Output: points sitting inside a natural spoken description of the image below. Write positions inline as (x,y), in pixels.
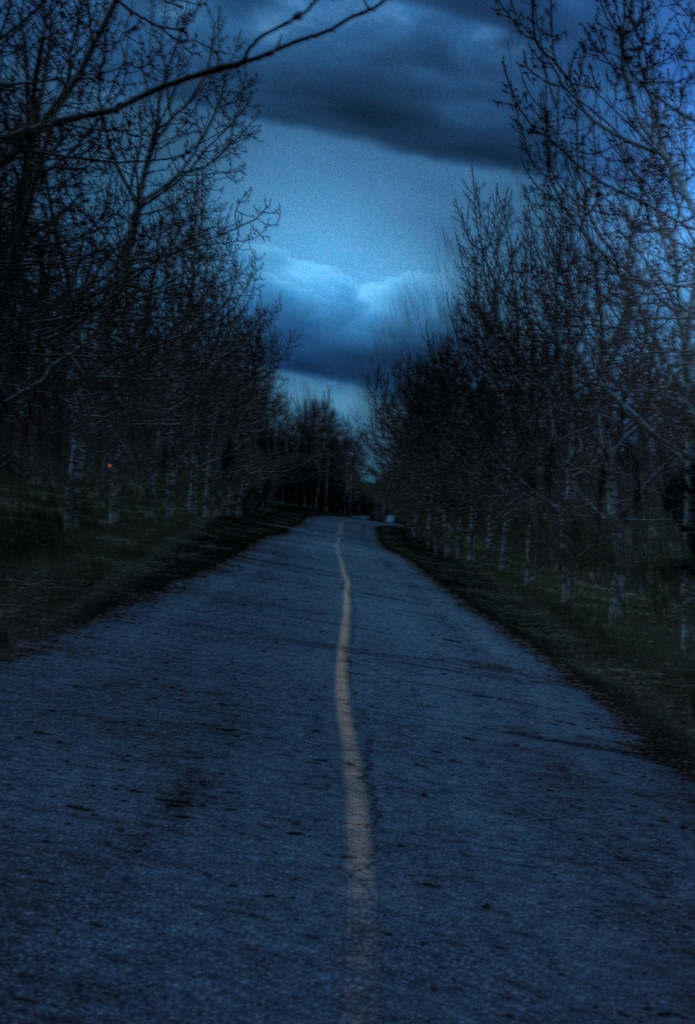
As we can see in the image there are trees (186,475). At the top (346,299) there is sky (396,155) and clouds (369,292). The image is little dark.
